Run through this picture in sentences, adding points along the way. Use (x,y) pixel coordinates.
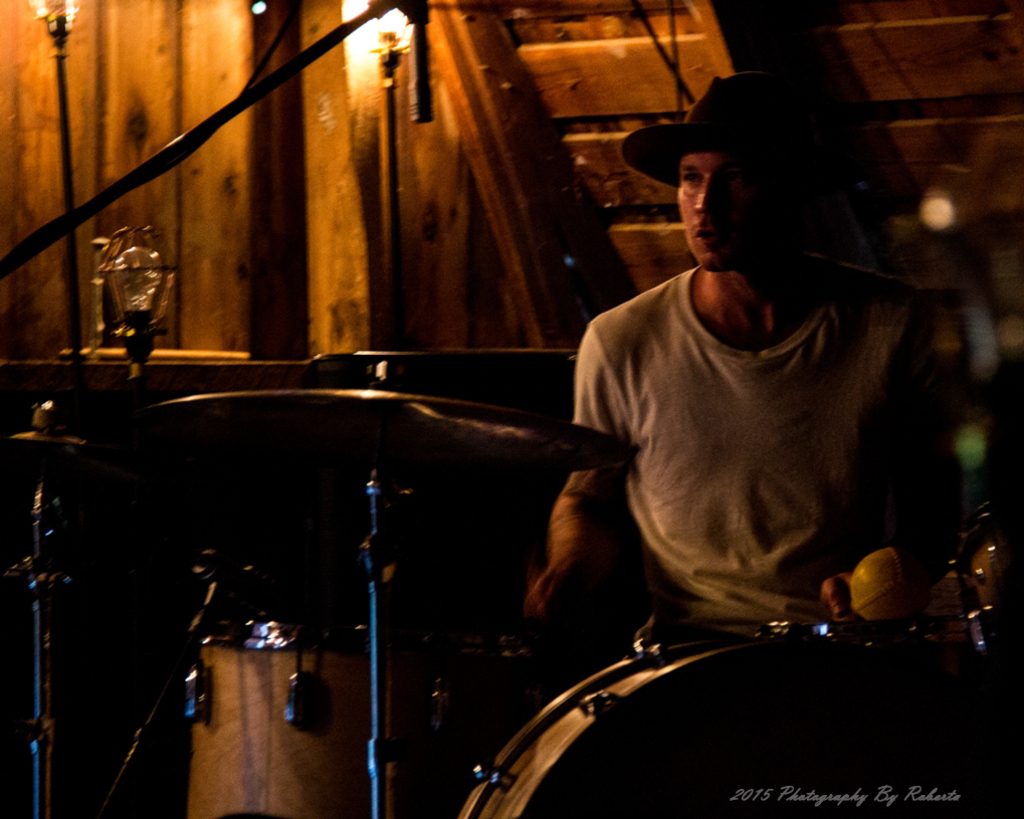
This image is taken indoors. In the background (467,112) there is a wooden wall (474,143). On the right side of the image (783,253) a man (711,286) is sitting on the chair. At the bottom of the image (342,710) there are a few drums (494,651) and musical instruments (287,444).
